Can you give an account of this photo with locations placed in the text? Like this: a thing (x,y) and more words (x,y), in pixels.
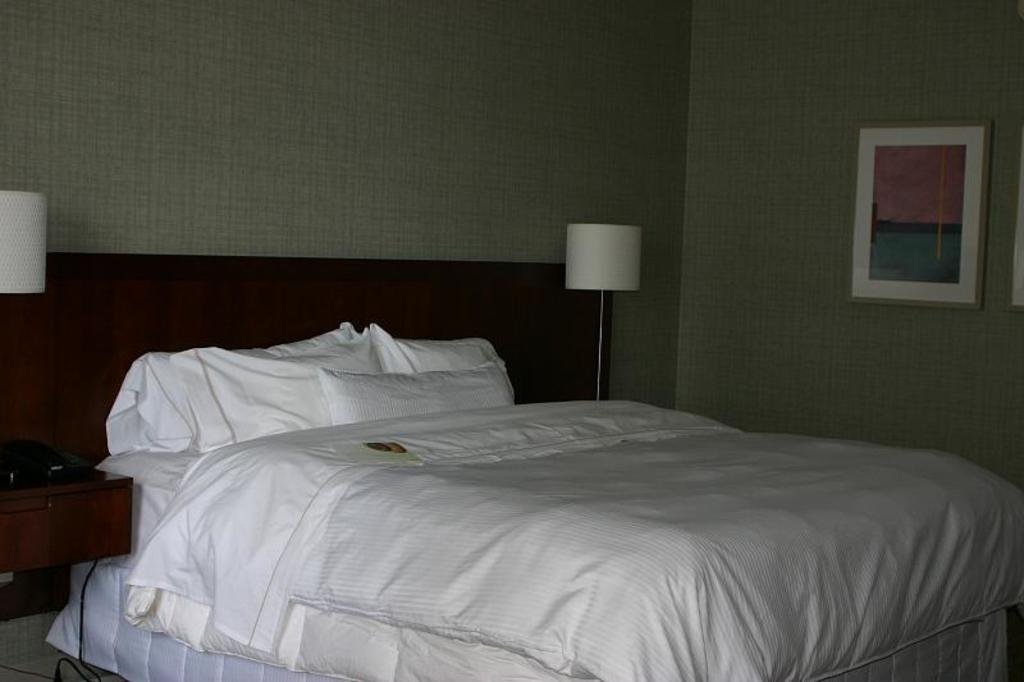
The image is taken in the room (838,562). In the center of the image (546,267) there is a bed (354,465) and we can see cushions (357,400) placed on the bed (560,562). There are lamps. On the left (51,499) there is a stand (75,536). On the right (863,294) there is a photo frame (952,305) placed on the wall (897,366).
